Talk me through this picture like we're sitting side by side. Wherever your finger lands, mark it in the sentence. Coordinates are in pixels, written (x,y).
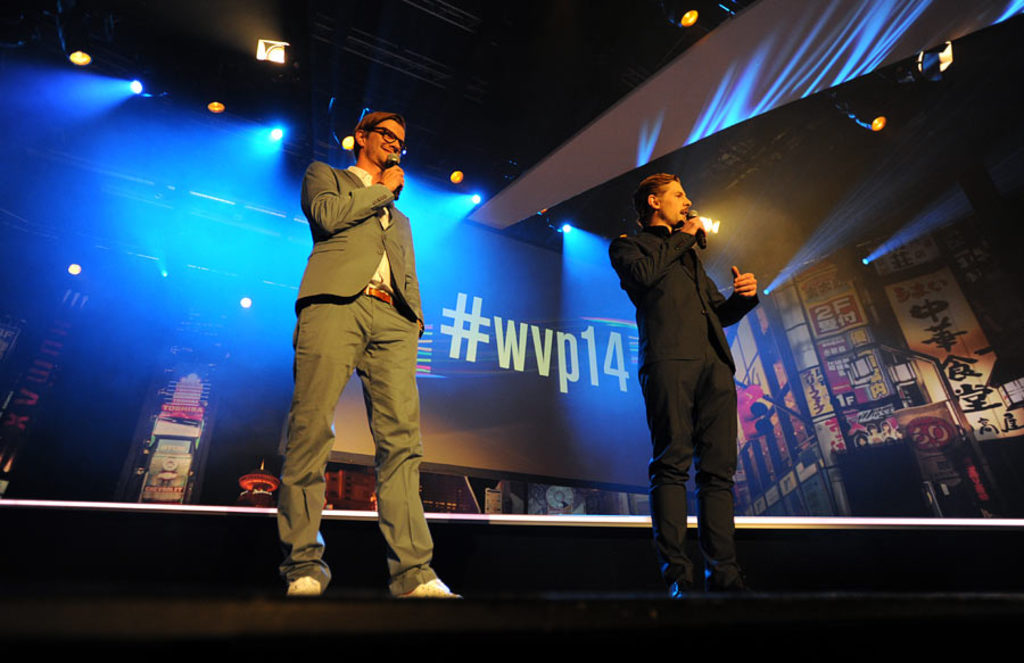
In this image on the stage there are two persons (407,296). They are holding mics (700,231). The person (703,282) in the right (703,282) is talking something. In the background (836,302) there is poster (958,413), screen (458,322). On the top (119,93) there are lights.
